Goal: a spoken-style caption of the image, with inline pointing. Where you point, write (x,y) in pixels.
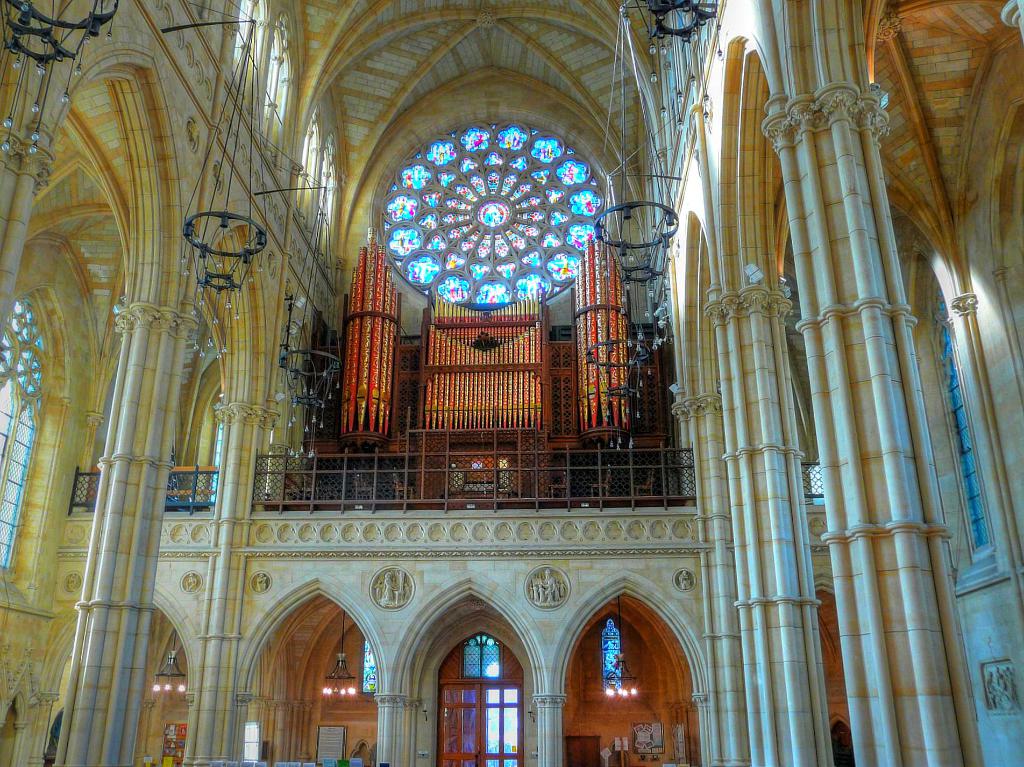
This is an inside view of a church (420,658). At the bottom (874,581) there are few pillars (148,629). In the middle of the image there is a railing (404,507). At the top (408,214) there is a stained glass (459,176). At the bottom (493,716) there is a door (495,713).
